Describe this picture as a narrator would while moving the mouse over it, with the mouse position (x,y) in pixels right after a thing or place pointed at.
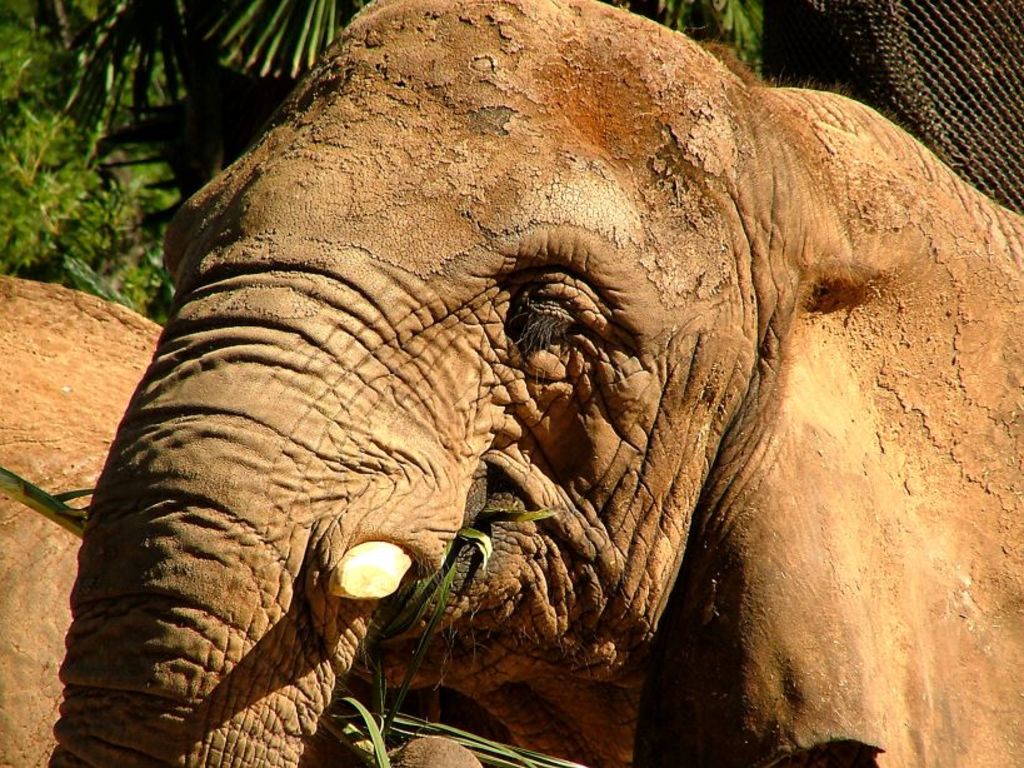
In the foreground of this image (634,355), there is an elephant (451,596) eating leaves (382,693). In the background (54,457), it seems like there is another elephant (73,450). At the top (186,87), there are trees (225,75).
